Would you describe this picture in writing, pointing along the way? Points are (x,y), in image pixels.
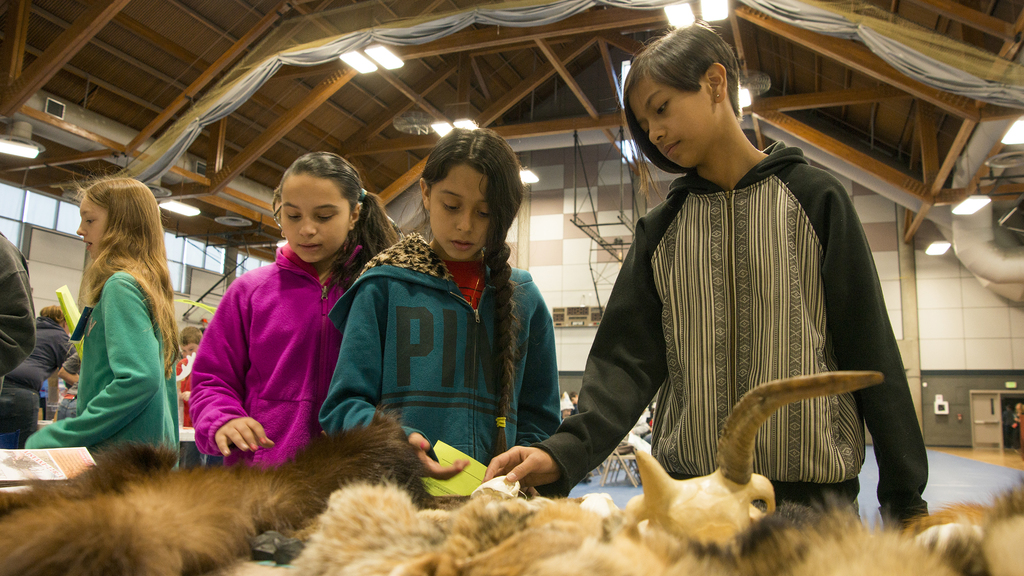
In front of the picture, we see four girls (424,340) are standing. In front of them, we see the fur (368,518) and the skull (753,516) of the animals (153,500). Behind them, we see the people (57,358) are standing and we even see the chairs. On the left side (24,402), we see two people (33,392) are standing. On the right side (973,443), we see the entrance door (977,417). In the background (909,307), we see the wall (925,306) and the windows (181,249). At the top (350,102), we see the lights (462,130) and the roof (494,111) of the building (262,166). We even see a sheet (252,87) in grey color.
